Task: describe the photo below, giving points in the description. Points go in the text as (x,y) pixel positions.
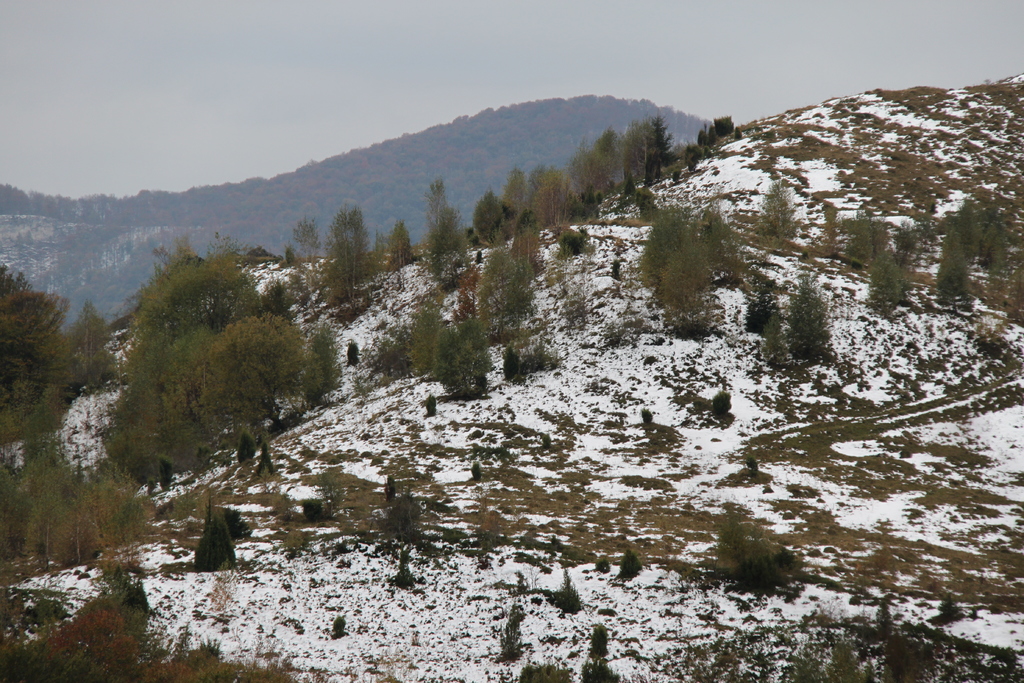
In this image I can see the snow (572,409). In the background (100,307), I can see the trees (336,209) and the sky (194,99).
